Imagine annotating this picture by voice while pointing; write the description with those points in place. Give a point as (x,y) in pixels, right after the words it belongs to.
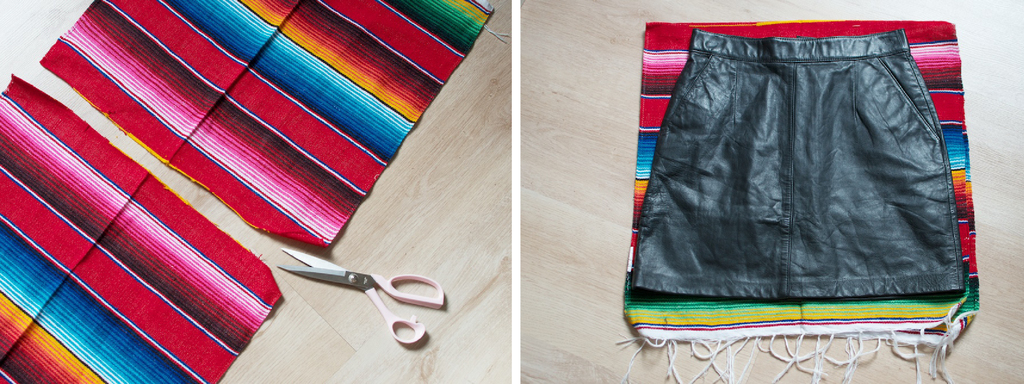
In this we can see collage of two images, in this pictures we can find clothes (332,75) and a scissor (344,270).
